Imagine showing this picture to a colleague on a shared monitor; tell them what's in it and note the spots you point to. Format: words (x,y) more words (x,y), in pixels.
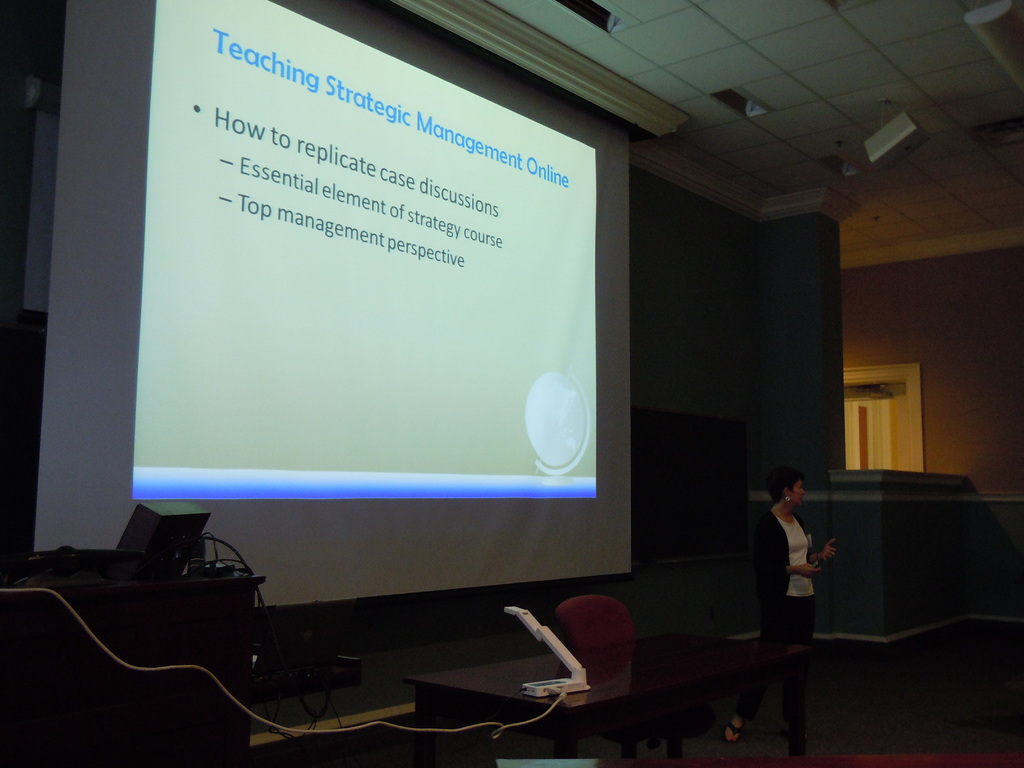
In the center of the image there is a table (708,650) and a chair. There is a lady (741,701) standing behind a table (801,737) she is presenting a presentation. In the background (606,264) there is a screen (441,322).
